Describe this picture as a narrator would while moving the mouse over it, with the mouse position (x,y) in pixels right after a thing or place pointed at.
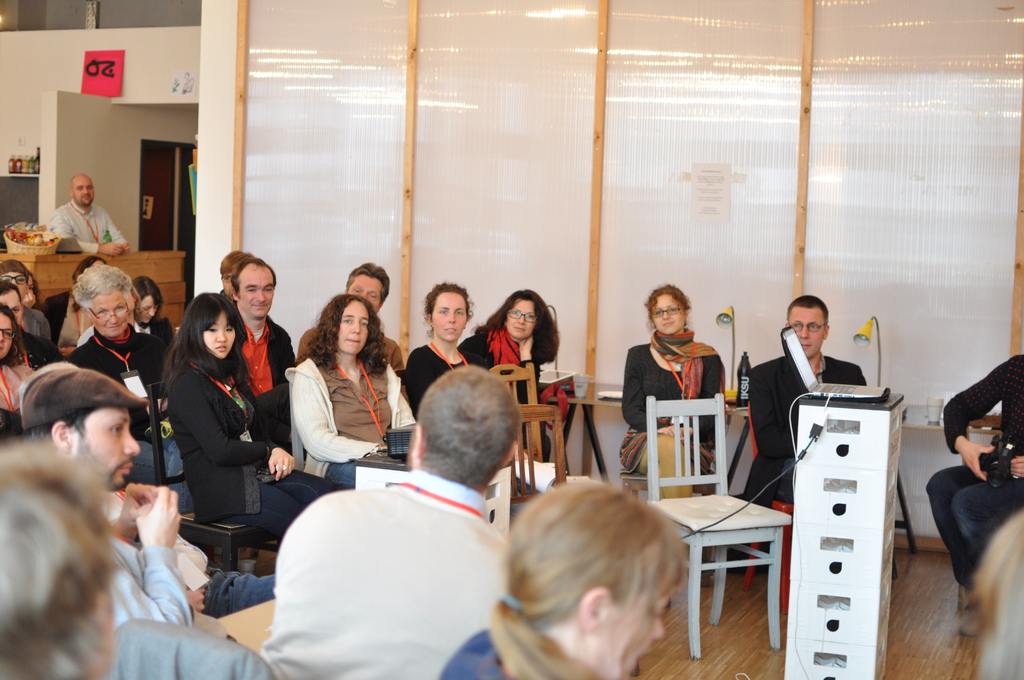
In a picture there are number of people (381,426) sitting on the chairs (539,446) and wearing id cards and in front of them there is one small table (855,505) and with laptop (822,386) on it and behind the people (479,402) there is a big glass window (389,155) and at the left corner of the picture (94,228) one person (57,222) is standing in front of the door (170,163) and one basket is present.
